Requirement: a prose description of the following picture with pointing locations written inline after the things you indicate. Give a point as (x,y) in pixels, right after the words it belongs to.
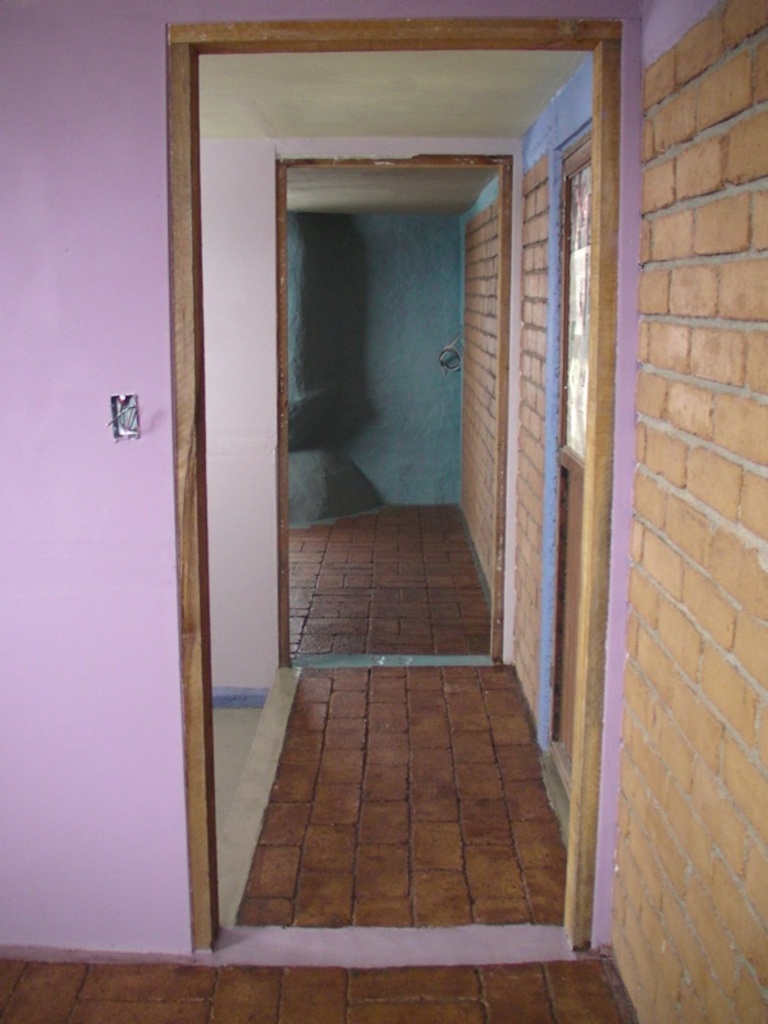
In this image I can see the inner part of the house (244,586). I can see the walls (103,520) are in pink and blue color. To the right (713,455) I can see the brown color brick wall (746,333).
